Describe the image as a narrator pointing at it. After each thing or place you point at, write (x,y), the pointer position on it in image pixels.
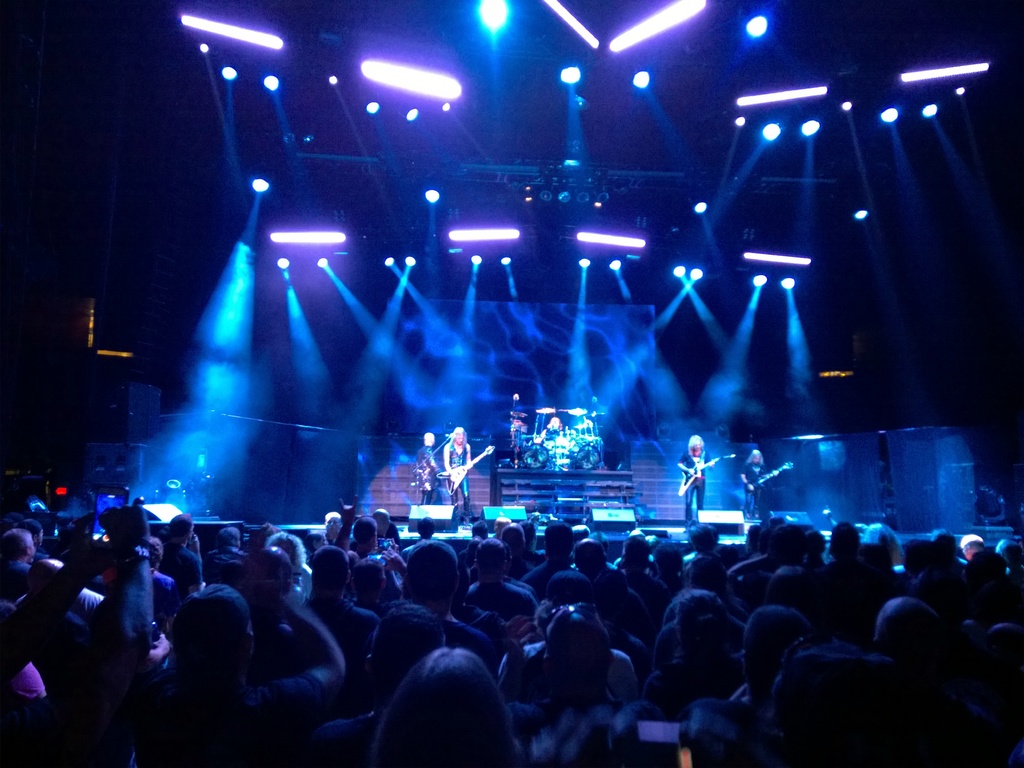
In this image I can see a group of people (658,626). Back I can see few people (761,464) are standing and holding a musical instruments (692,479). I can see few lights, speaker (726,517) and a dark background (14,450).
